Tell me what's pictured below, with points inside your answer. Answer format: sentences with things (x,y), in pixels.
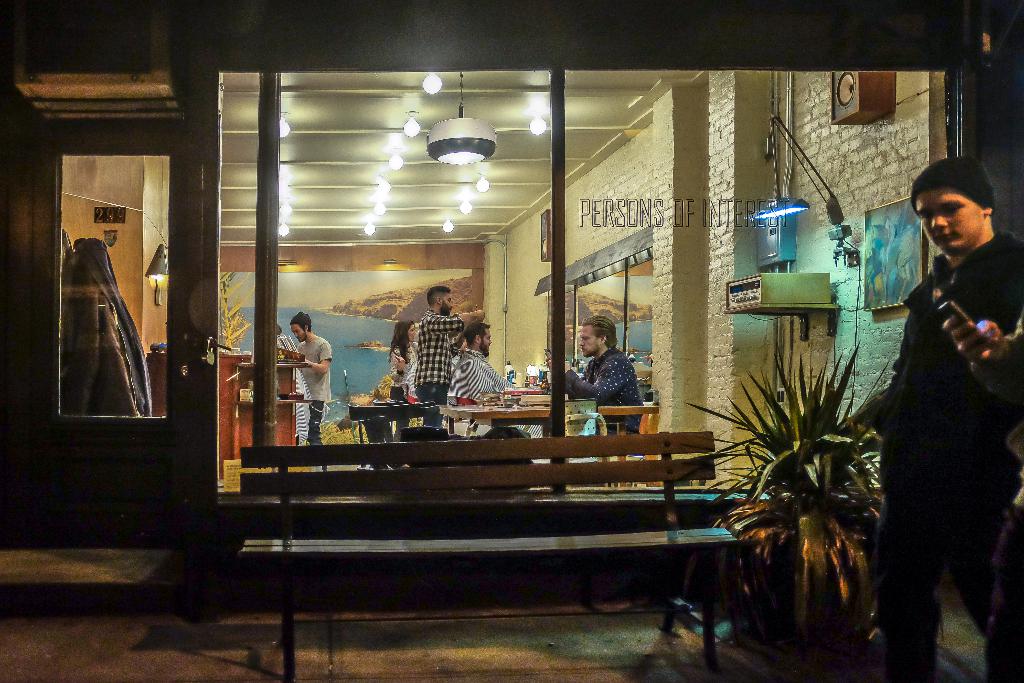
On the right side of the image (961,334) there is a person (966,328) holding a mobile (965,318) in his hand (967,350), beside him there is another person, behind him there is a plant (816,486), beside the plant (820,470) there is a bench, behind the bench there is a glass wall (373,237) and a wooden door (204,309) with glass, through the glass wall (508,348) we can see there is a person (579,387) sitting on the chair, in front of the person (588,378) on the table (488,409) there are some objects (495,398), beside him there is another person (439,343) standing and doing an hair cut to the person (472,353) in front of him, in front of them there are some objects (541,375), in front of the objects (528,386) there is a mirror (592,310) and a photo frame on the wall (526,279), behind him there is a woman (411,348) and a person (329,353) standing, in front of the person (308,361) there are some objects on the counter (246,358). On top of the image (459,127) there are lamps (412,117) on the roof (372,185), on the left side of the image (107,375) there are coats (139,403) hangs on to the hanger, behind the plant (808,398) there are photo frame (874,285) and some other objects (849,86) on the wall (798,268) and there is some text (623,220) written on the glass (653,219).
